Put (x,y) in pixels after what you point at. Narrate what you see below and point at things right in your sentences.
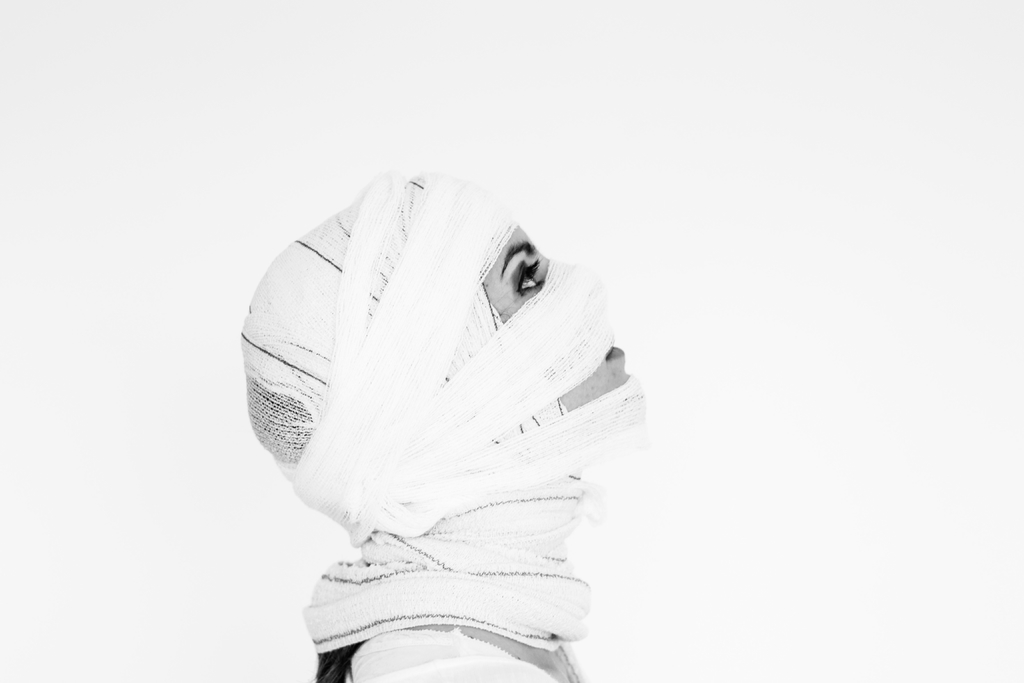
In this picture, we see a woman (477,402) in the white dress (466,641) is wearing white bandages (406,429). In the background (229,309), it is white in color.
